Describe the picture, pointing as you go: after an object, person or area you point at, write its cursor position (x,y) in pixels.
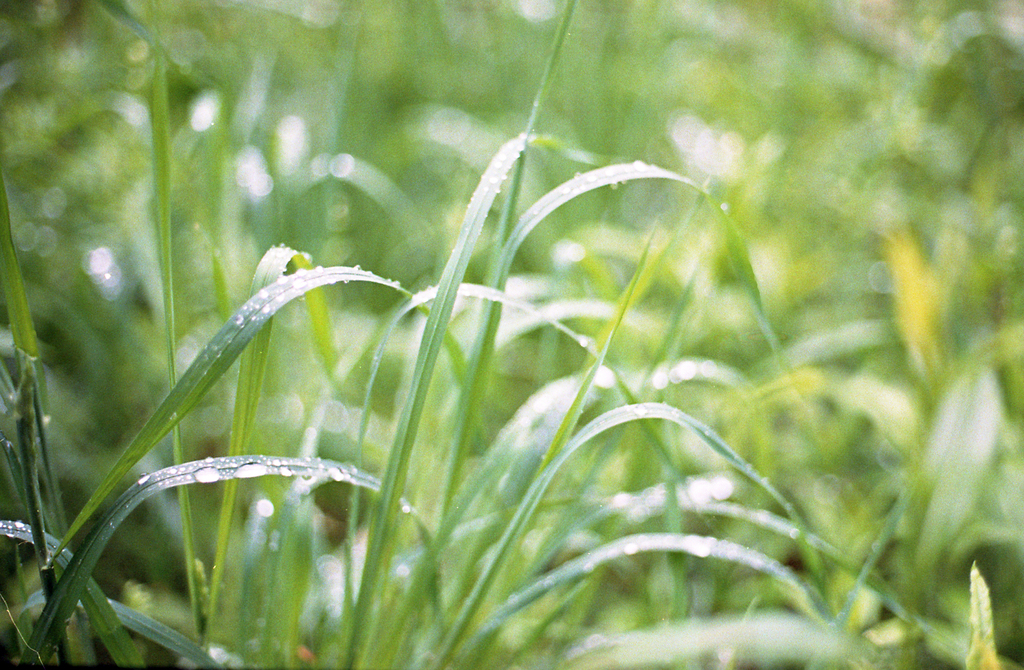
In this picture there is grass (418,256) and there are water droplets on the grass (97,538).
